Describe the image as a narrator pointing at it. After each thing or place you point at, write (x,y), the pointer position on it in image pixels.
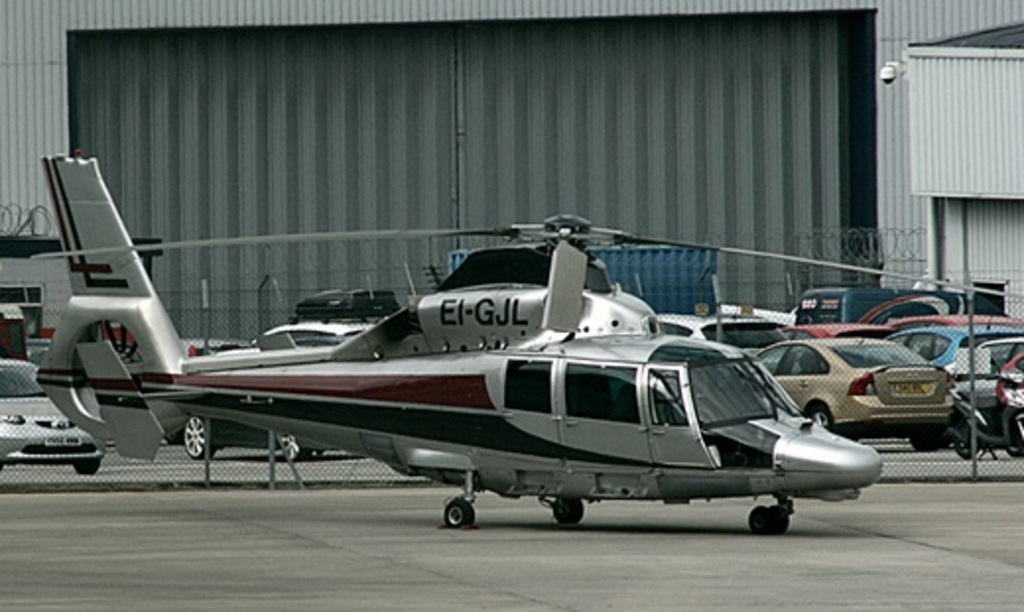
In the foreground of this image (640,371), there is a helicopter (496,391) on the surface (726,527). In the background (817,317), there is fencing (885,362), vehicles (820,355) and it seems like the wall (984,94) of the shelter (654,165) and the gate (498,119) of it.
